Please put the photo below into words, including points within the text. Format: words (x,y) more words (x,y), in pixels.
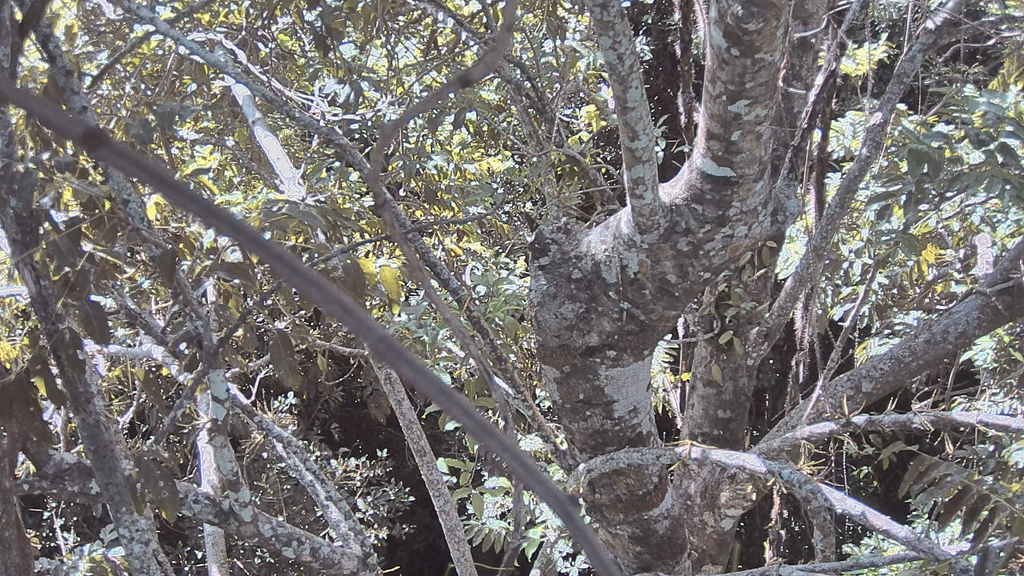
In this picture I can see the trees (701,467). On the left (220,427) I can see the tree branches (357,164). In the back (444,124) I can see many leaves (332,160).
